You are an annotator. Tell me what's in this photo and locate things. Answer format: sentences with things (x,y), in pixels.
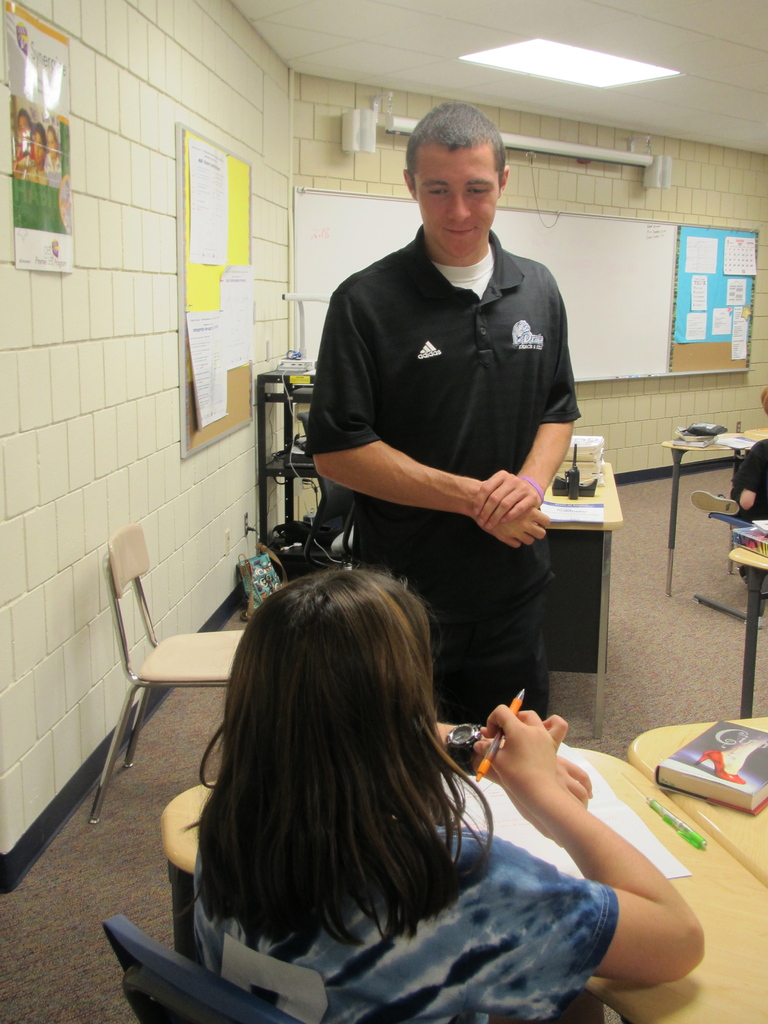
In this picture a woman (224,821) is seated on the chair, and a man (441,502) is standing in front of her, she is looking into her watch (478,755), in front of her we can find a book (750,771) and papers (625,840) on the table (709,874), in the background (11,215) we can see couple of posters (24,244) and notice boards (222,341) on the wall (8,278), and also we can find a board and a light (556,76).
